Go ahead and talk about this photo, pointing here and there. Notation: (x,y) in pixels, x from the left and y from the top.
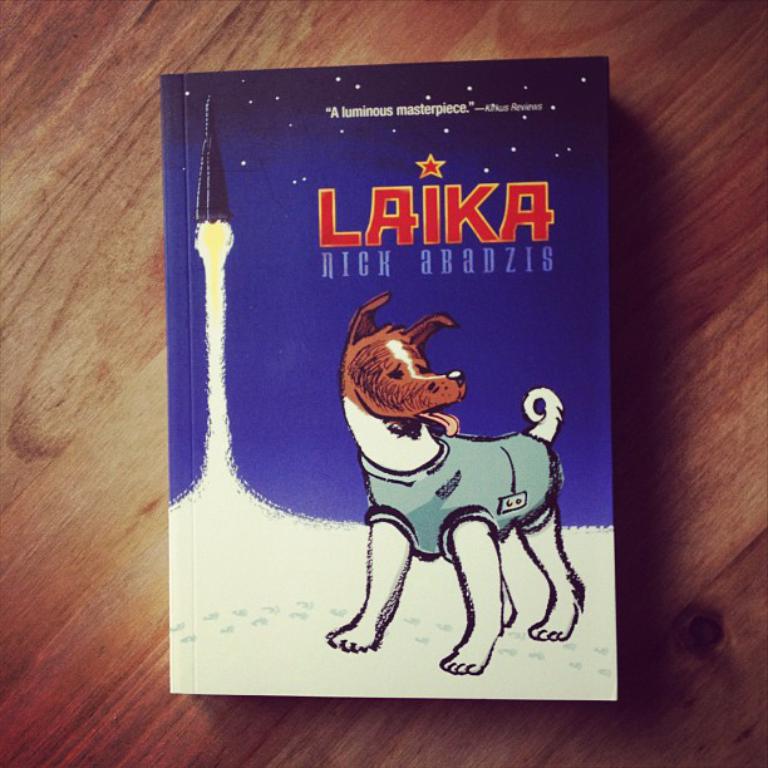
In the center of the image (368,275) there is a book (447,636) placed on the table (494,25).
